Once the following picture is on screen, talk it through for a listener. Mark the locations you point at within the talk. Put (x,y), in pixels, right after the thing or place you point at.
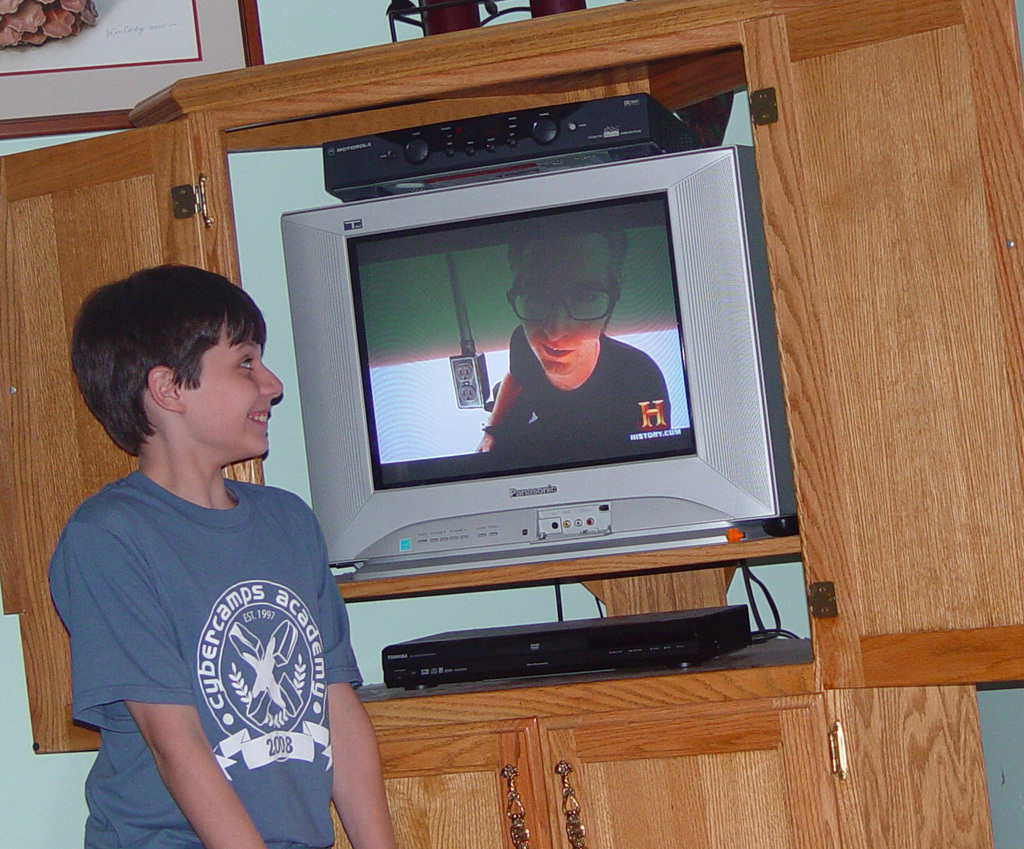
In this picture we can see a boy (111,556) standing and smiling. There is a Television (496,381) and a device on a wooden desk (548,773). We can see another device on the Television (598,461). A frame (20,121) is visible on the wall (409,28) and other objects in the background (15,106).
